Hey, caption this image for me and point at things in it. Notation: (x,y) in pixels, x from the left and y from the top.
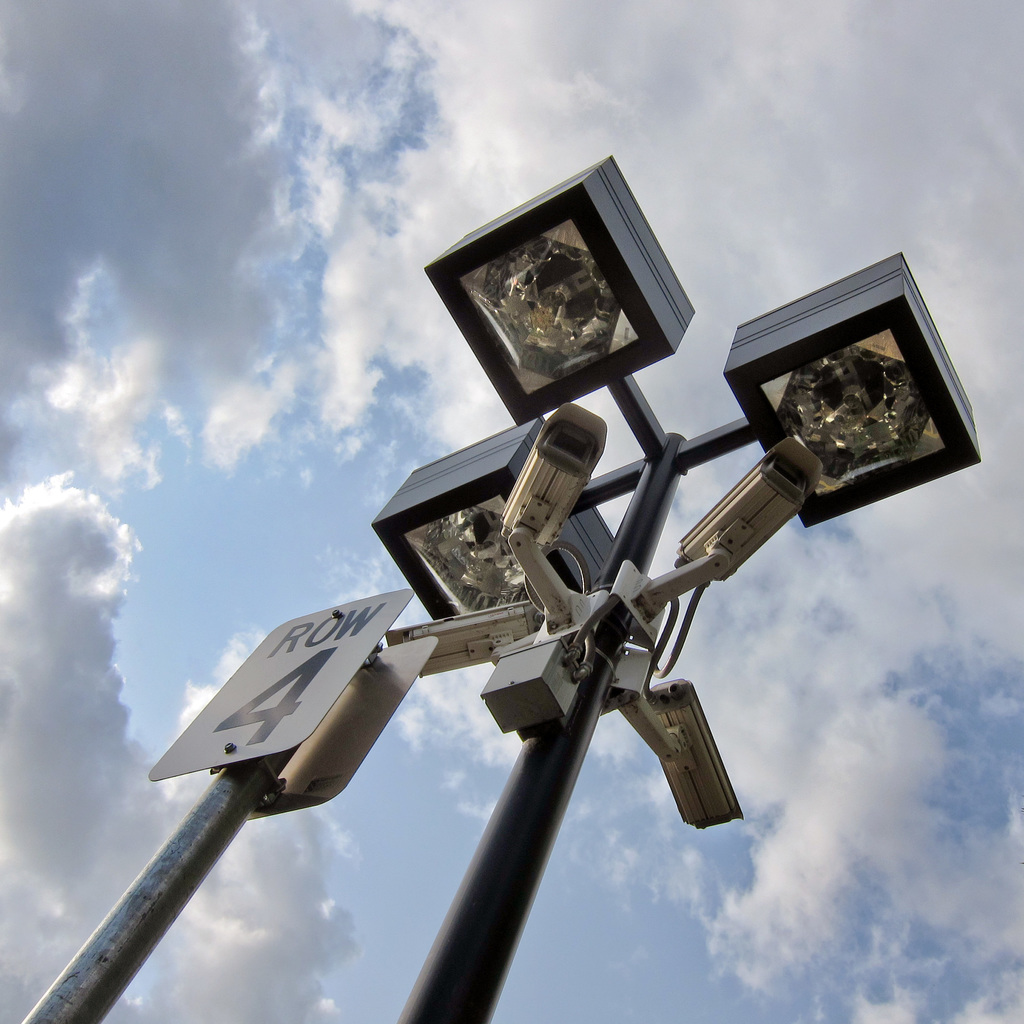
In this image there are poles (521,818), board (344,667), lights (499,490), cameras (732,525), and some box (533,702) and in the background (179,258) there is sky (437,370).
